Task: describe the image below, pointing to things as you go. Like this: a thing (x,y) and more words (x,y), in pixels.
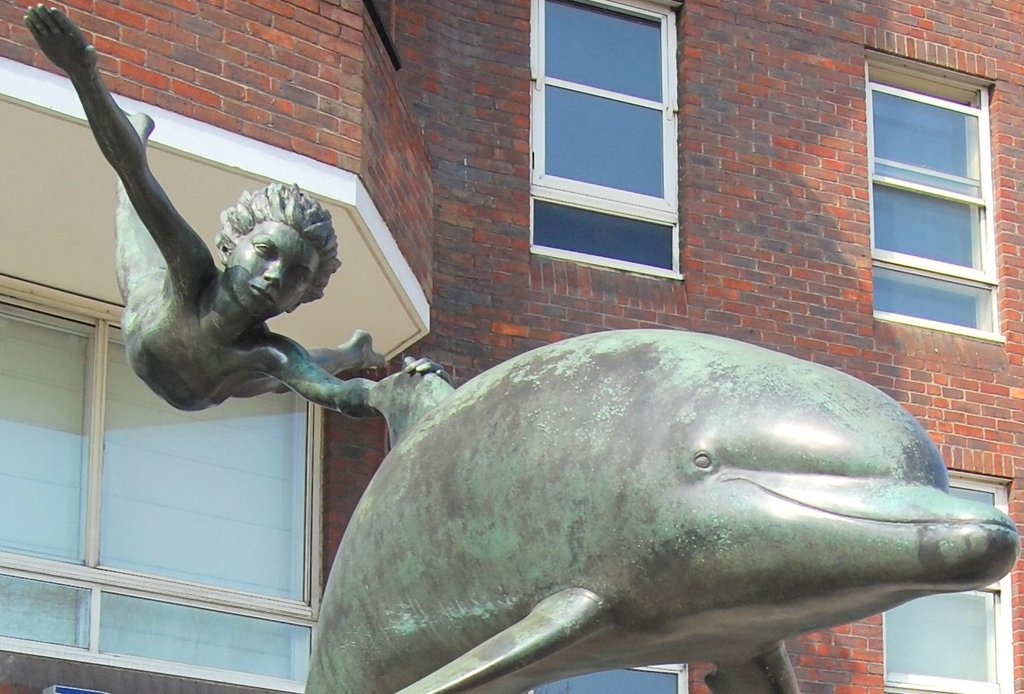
This picture is clicked outside. In the foreground (492,579) we can see a sculpture (807,362) of a dolphin (685,458) and a sculpture (209,301) of a person (227,320) in the air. In the background (917,319) we can see the building (763,218) and we can see the windows (963,211) and the brick wall (807,136) of the building (953,466).
